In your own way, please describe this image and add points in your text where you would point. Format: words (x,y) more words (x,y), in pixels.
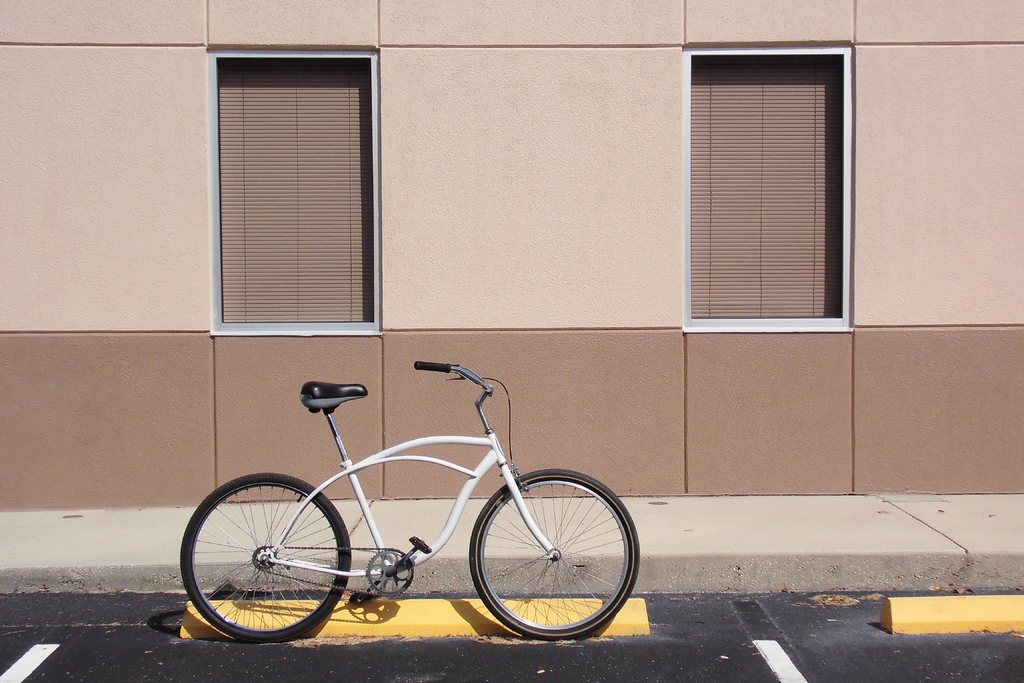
In the picture I can see a bicycle (509,507) which is in white color and there is a yellow color object (420,613) beside it and there is a building (550,135) which has two windows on it.
